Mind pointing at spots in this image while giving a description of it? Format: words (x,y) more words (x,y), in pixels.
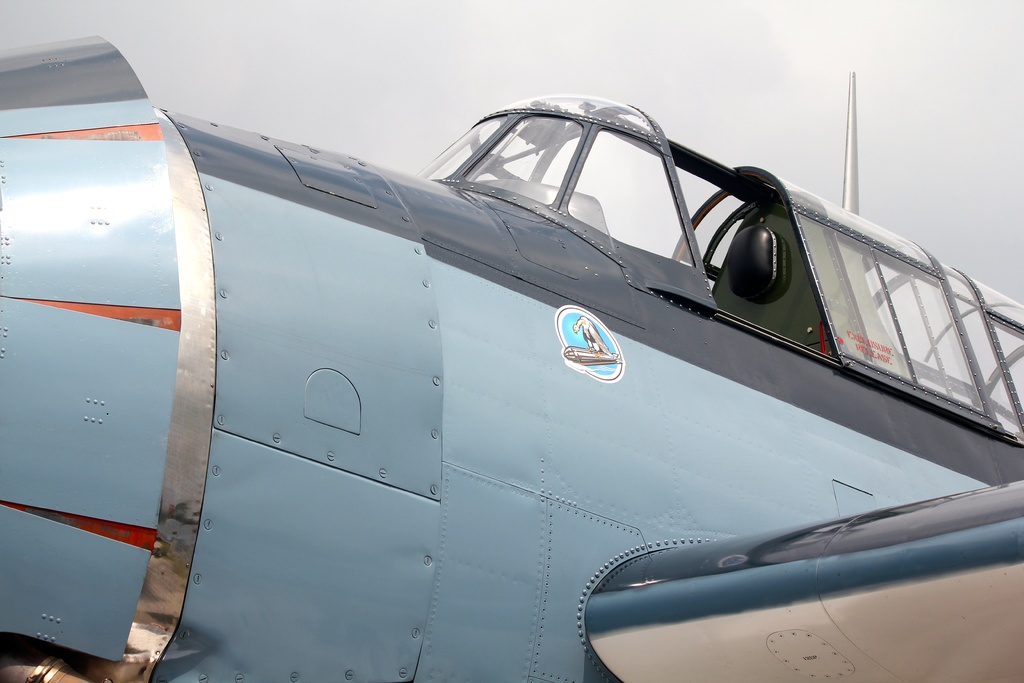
In this picture there is an aircraft (603,519) and there is a sticker (611,376) and there is text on the aircraft (723,451). At the top (476,39) there is sky (552,58).
